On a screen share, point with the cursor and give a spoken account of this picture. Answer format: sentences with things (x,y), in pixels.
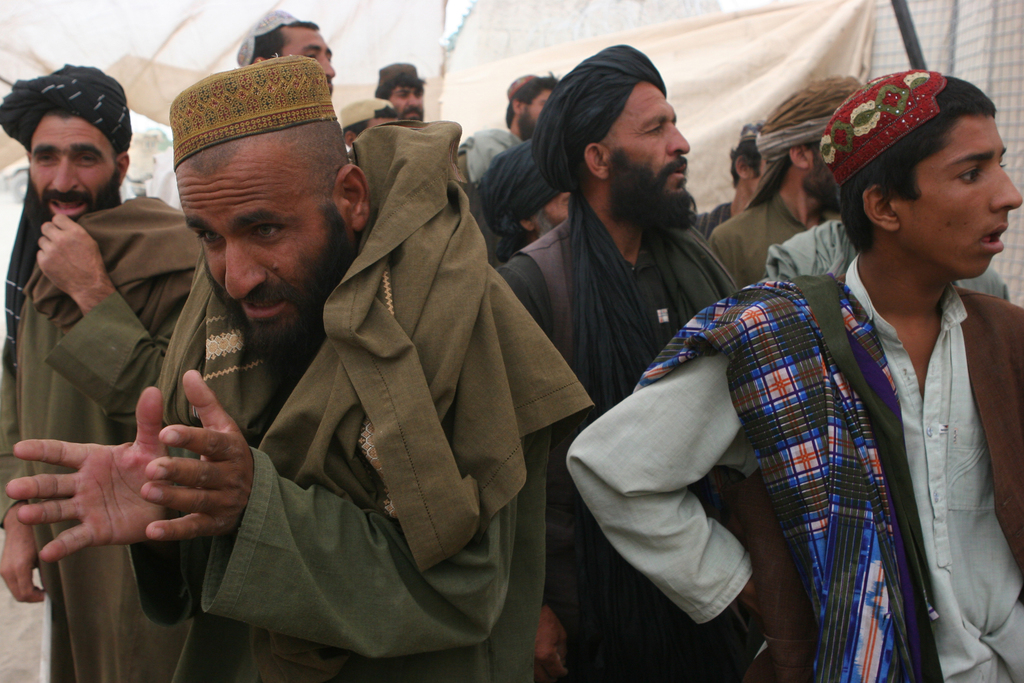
In this image there is a group of persons (696,360) standing in the middle of this image (616,330). There are some curtains (478,85) in the background (802,42).
